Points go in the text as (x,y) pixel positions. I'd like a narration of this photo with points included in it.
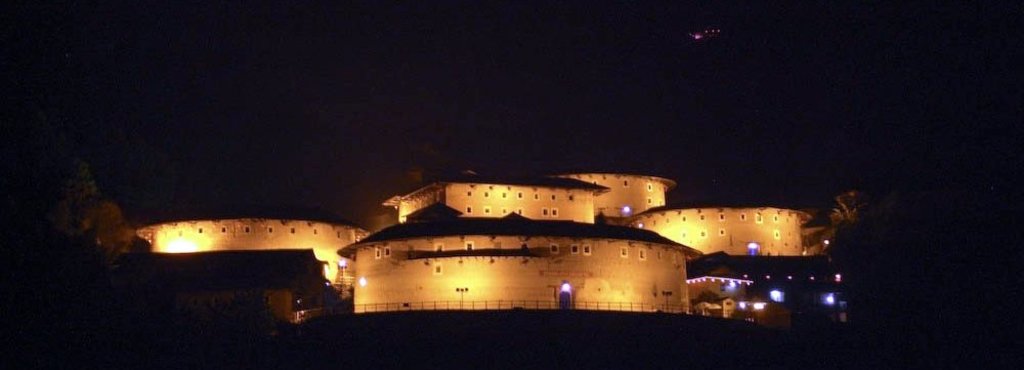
In this image I see number of buildings (595,220) and I see the lights (835,276) and I see that it is dark in the background (832,65) and it is dark over here too.
